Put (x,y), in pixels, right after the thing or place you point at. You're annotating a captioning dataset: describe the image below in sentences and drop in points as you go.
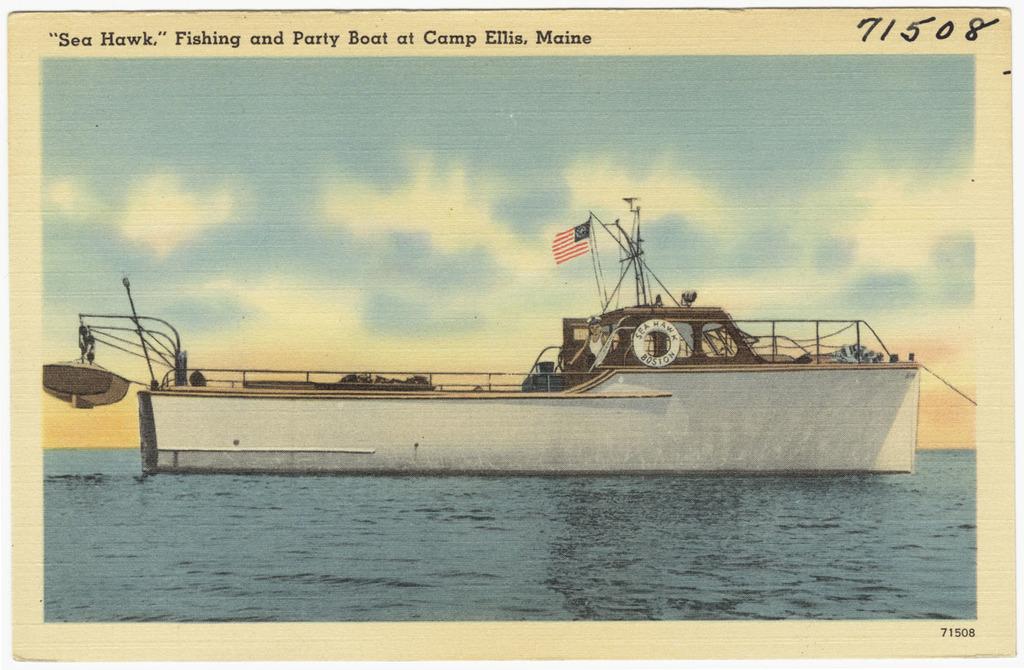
In this picture we can see a boat (223,381) on the water (691,514), flag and in the background (803,343) we can see the sky (530,200) with clouds (530,200).
